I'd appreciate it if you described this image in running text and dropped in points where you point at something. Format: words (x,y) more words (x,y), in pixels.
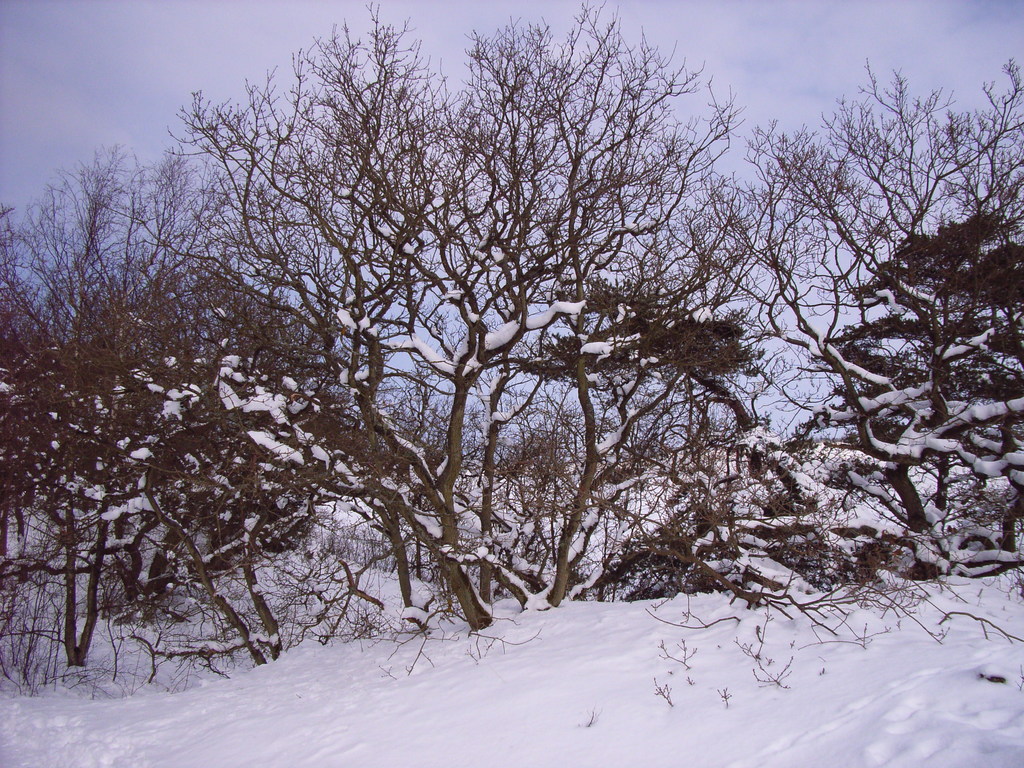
In this picture we can see a few twigs (588,720) in the snow (473,663). There are a few plants (199,552) covered with the snow (552,668) visible in the background (493,213). We can see the sky (228,20) on the top of the picture (183,11).
